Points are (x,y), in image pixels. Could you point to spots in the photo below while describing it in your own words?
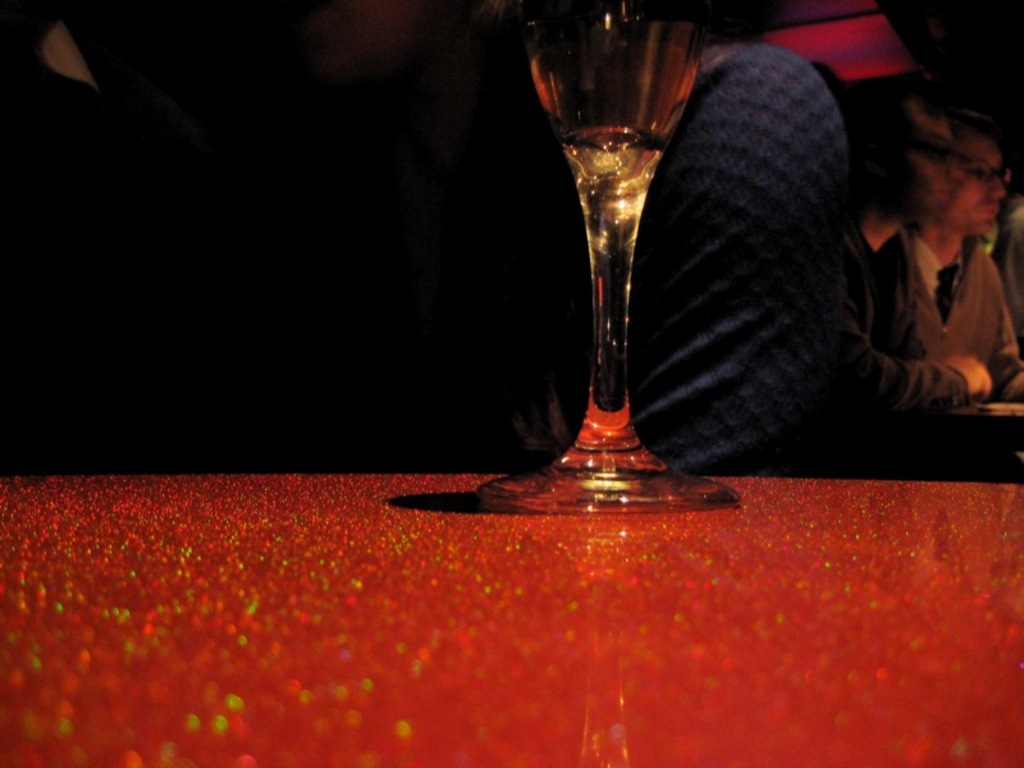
Here we have a glass of wine (619,190) kept on a red shiny table (391,602). In the background (374,368) we can see people (737,250) sitting.
